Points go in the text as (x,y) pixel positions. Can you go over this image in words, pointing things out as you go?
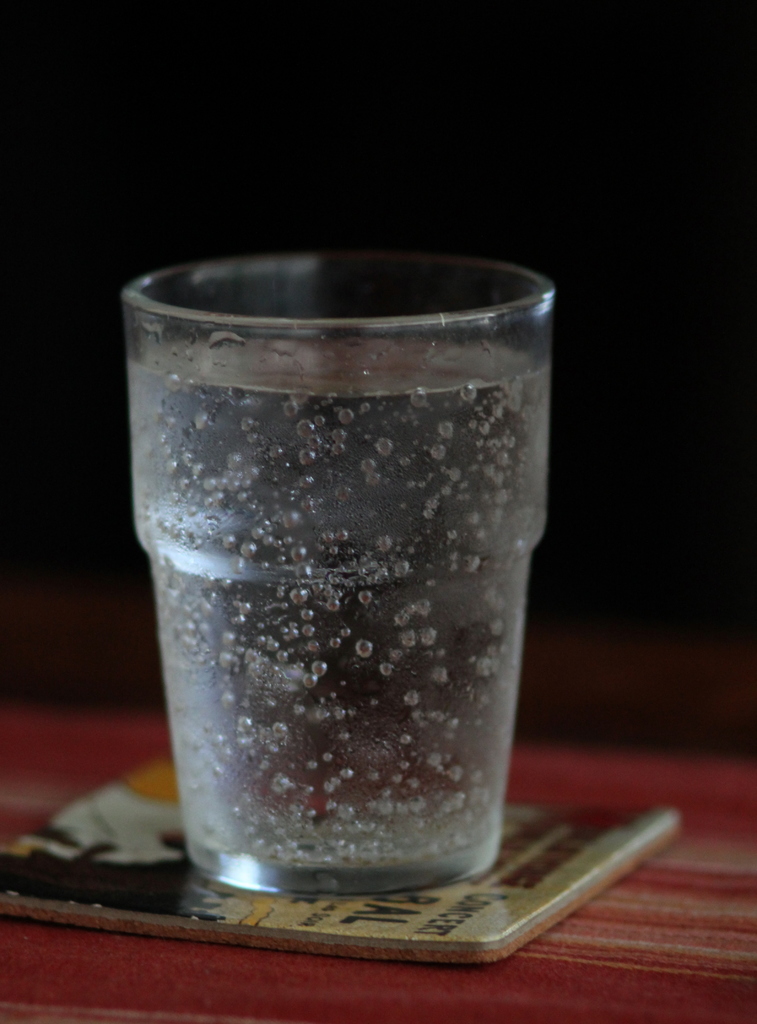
In the picture I can see a glass (359,884) and an object (426,912) on a red color surface (708,826). The background of the image is dark.
